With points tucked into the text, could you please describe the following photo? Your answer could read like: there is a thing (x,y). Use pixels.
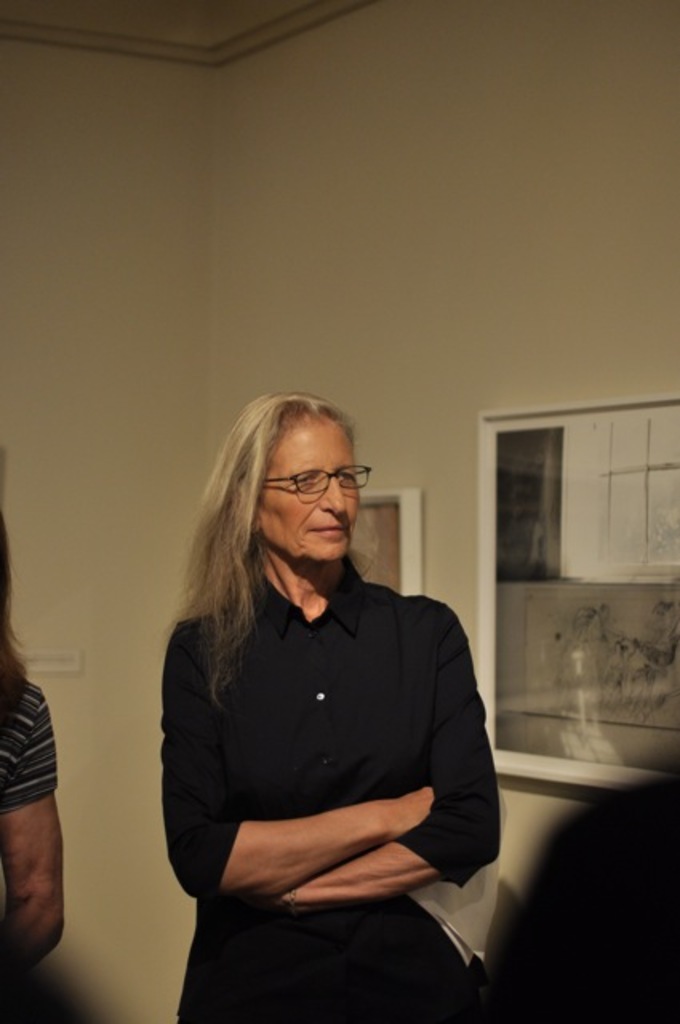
This image consists of a woman (278,705). She is wearing black dress (310,649). There is something like a window (545,441) on the right side (551,643).
